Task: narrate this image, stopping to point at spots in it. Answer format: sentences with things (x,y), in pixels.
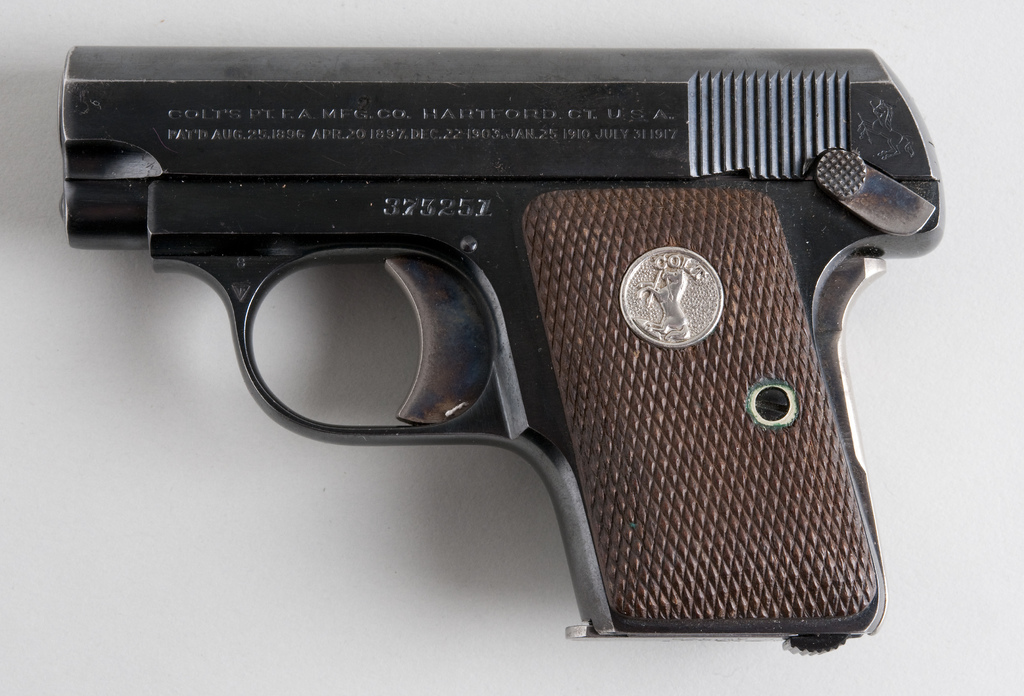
It is a gun (637,362) in black and brown colors.
